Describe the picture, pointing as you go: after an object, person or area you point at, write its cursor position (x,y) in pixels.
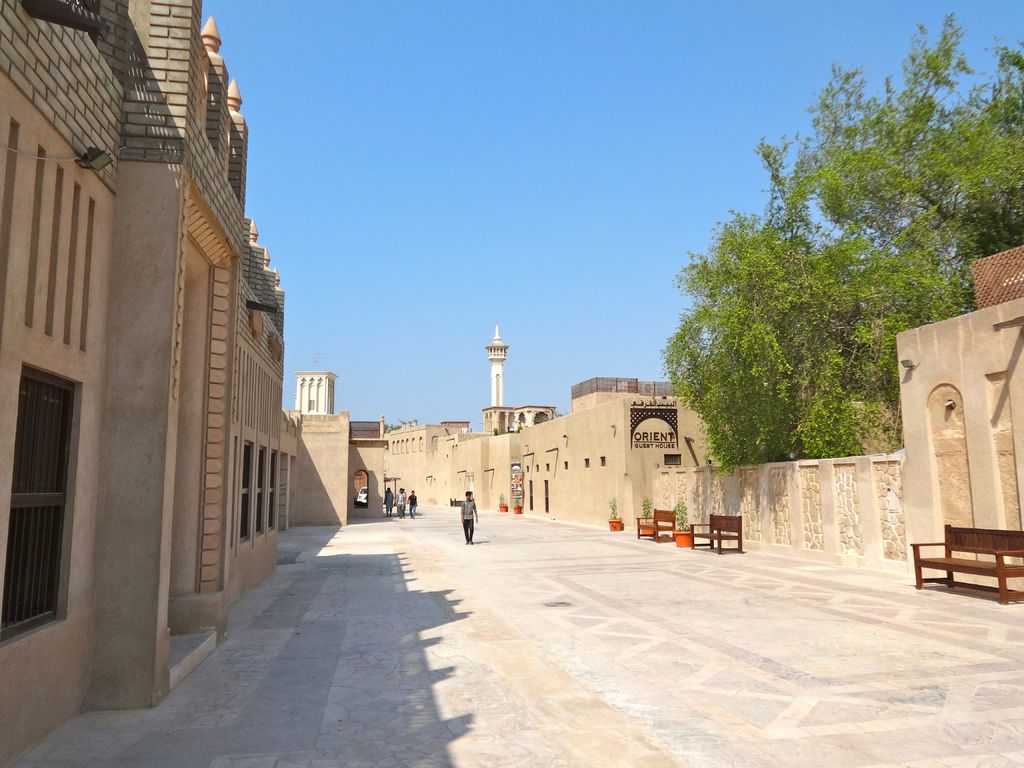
In this image I can see there are few persons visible in front of the building (342,512) and building (251,463) visible on the left side (96,393) and I can see flower pots (617,525) and benches (740,537) visible in the middle (661,508) and I can see the wall (921,412) and tree (859,212) and on the right side (969,209), at the top (529,181) I can see the sky (439,209).
